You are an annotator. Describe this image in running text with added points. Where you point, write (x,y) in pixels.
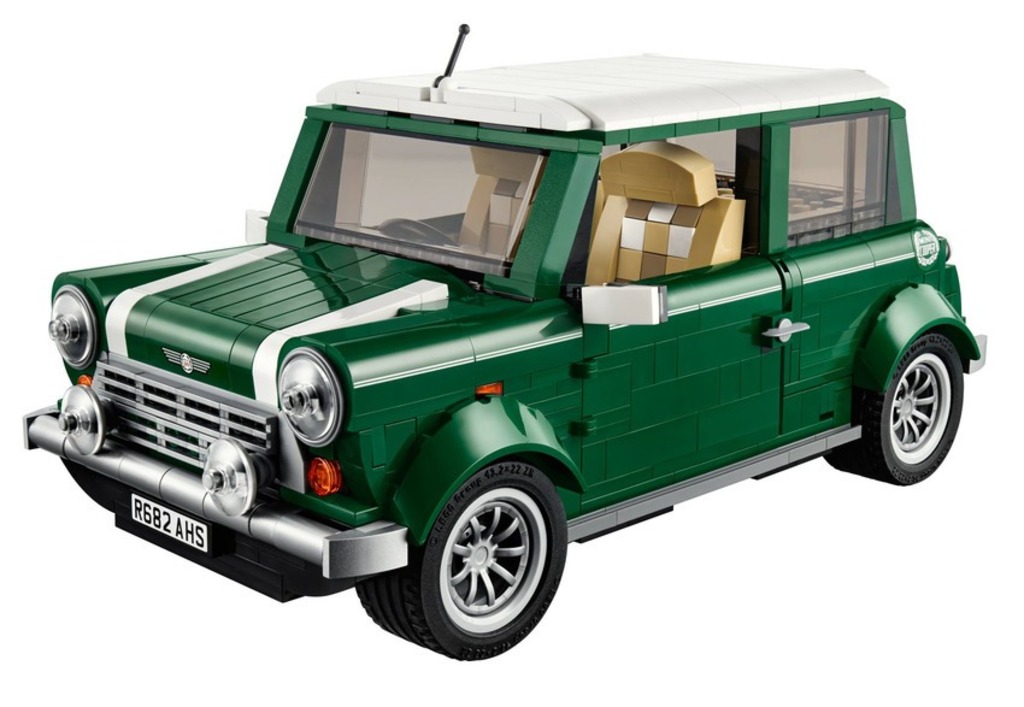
In this image there is a car (644,470) on the white surface (555,610). The car (442,417) is dark green in color.
